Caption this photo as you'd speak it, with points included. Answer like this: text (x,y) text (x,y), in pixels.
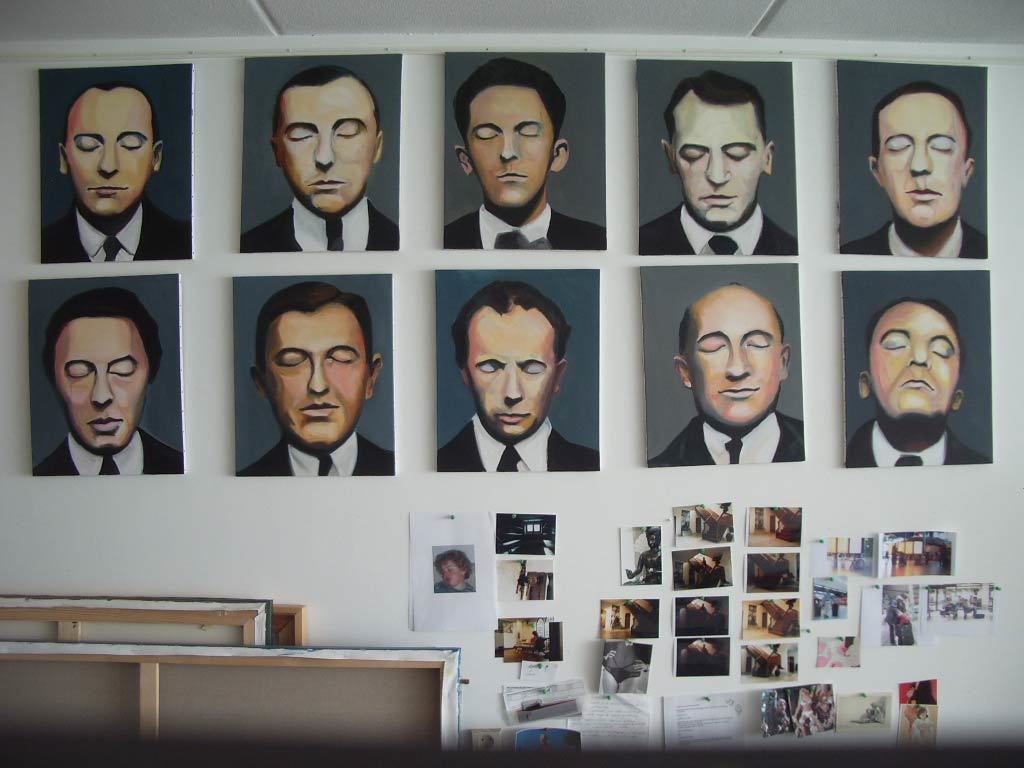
In this image we can see painting (876,246) and images (793,585) are pasted on white color wall (313,527). Left bottom of the image (142,675) frames (108,664) are there.
